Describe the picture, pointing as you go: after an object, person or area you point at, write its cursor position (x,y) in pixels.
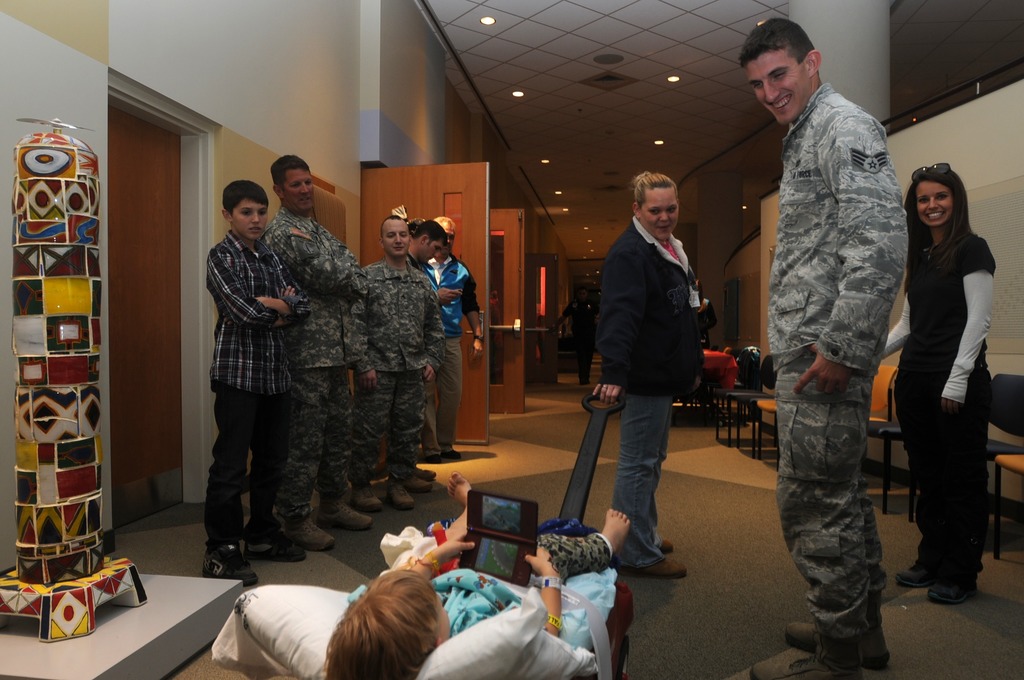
The picture might be taken in a hospital. In the foreground of the picture (966,594) there are many people (358,324), bed (525,648). In the center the kid (406,603) is holding an electronic gadget (480,529). On the left (56,317) there is a rocket like thing (63,417). In the background (498,232) there are doors (506,238), chairs (756,402), tables (718,361) and lights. On the right (1007,419) there are chairs (1007,393).
